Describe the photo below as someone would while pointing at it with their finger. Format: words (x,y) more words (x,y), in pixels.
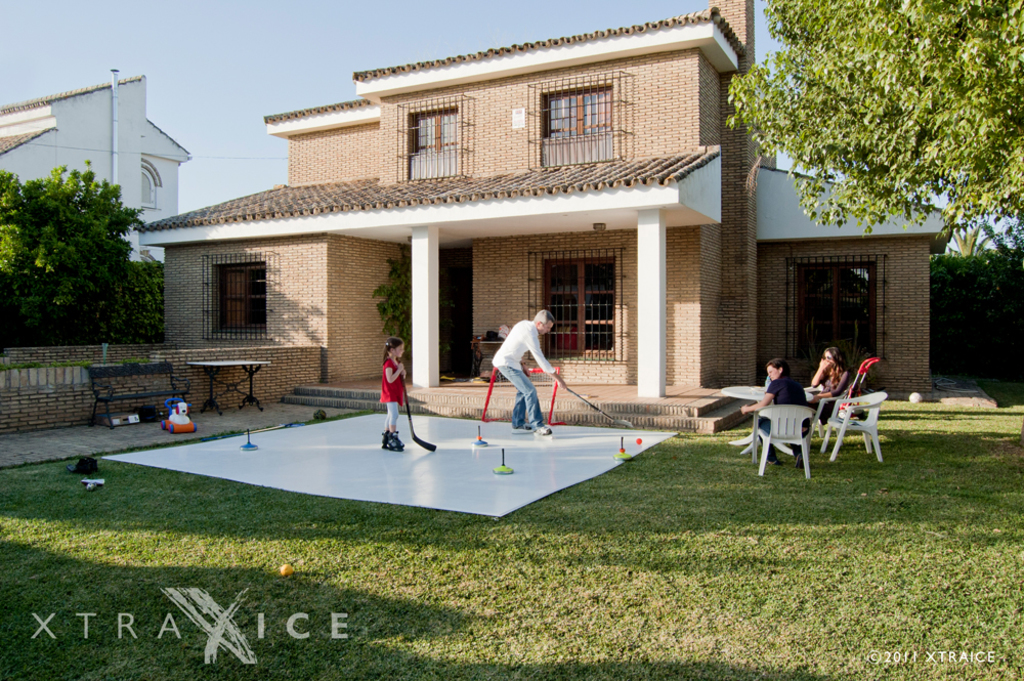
In this image I can see two persons (520,341) holding two sticks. In front (535,347) the person (547,365) is wearing white and blue color dress (521,385) and the person (384,384) at left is wearing red and white color dress (388,405) and I can see two persons (776,394) sitting on the chairs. Background (394,178) I can see few buildings (360,209) in cream and white color, trees (963,168) in green color and the sky (252,62) is in white color.
